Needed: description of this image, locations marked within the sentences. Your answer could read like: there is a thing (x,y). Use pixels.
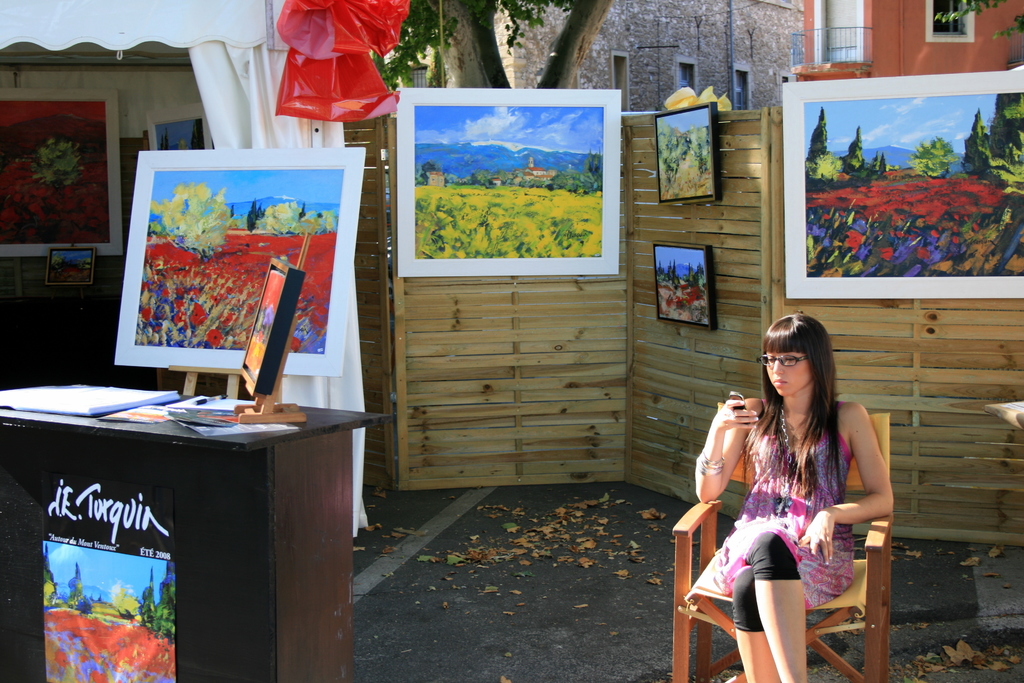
In the foreground of this image (702,477), there is a woman (744,535) sitting on the chair (677,568) and in the background (887,173), there are frames (829,213) to the wooden wall (755,219), curtain (208,57), building (531,52), tree (462,49), and a window (936,28). On left (73,511), there is a table (92,467) on which a frame stand (262,408) and papers (128,394) are placed on it.
